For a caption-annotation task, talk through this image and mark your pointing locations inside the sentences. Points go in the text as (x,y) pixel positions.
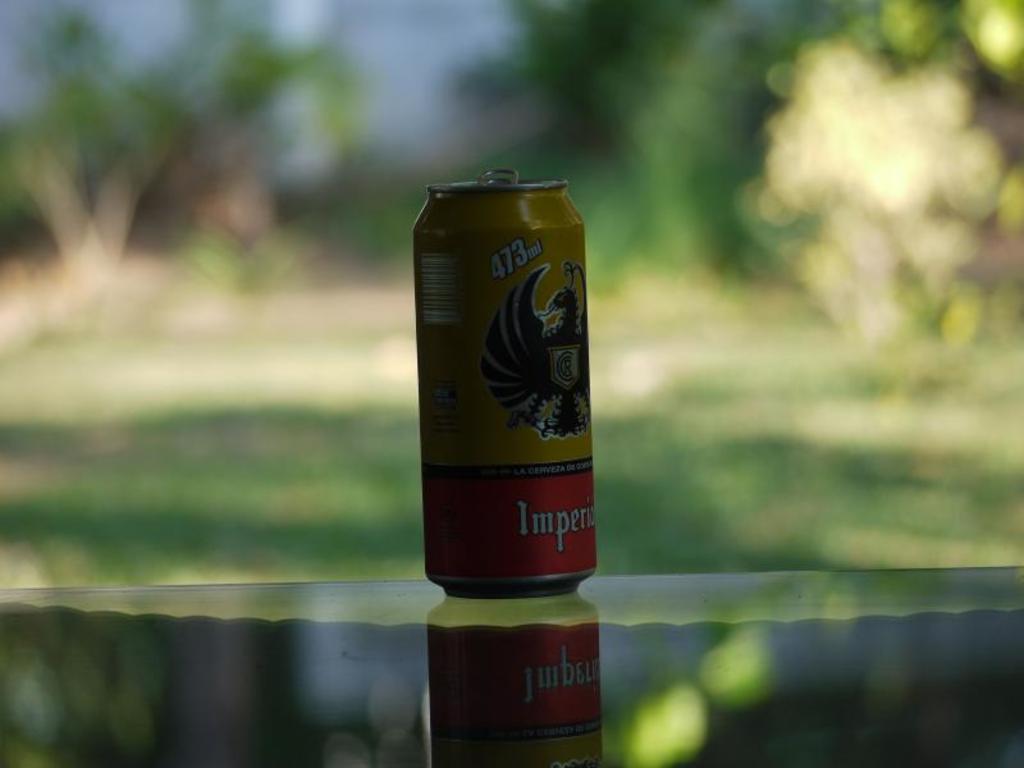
In this image we can see there is a tin (433,312) with blurry background (702,226).
